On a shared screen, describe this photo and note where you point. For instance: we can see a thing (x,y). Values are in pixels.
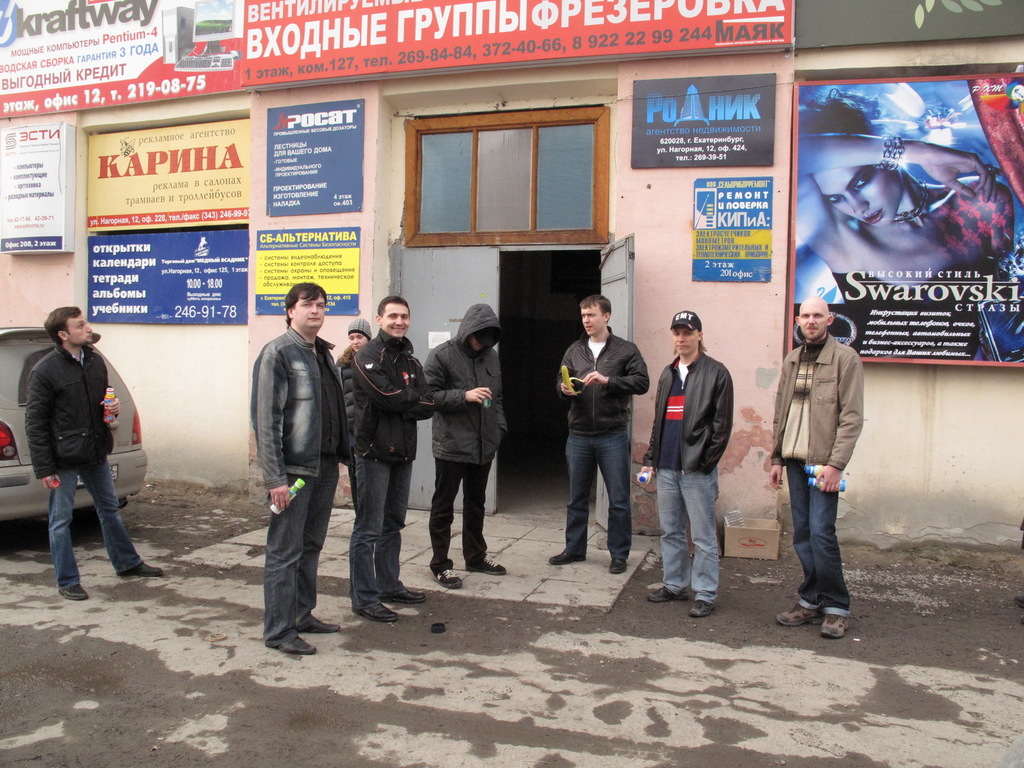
In this image, there is a road (635,700), there are some people (712,404) standing and at the left side (18,386) there is a car (4,424), there are some posters (1006,267) on the wall (37,265), at the middle (444,301) there is a door (495,304).
